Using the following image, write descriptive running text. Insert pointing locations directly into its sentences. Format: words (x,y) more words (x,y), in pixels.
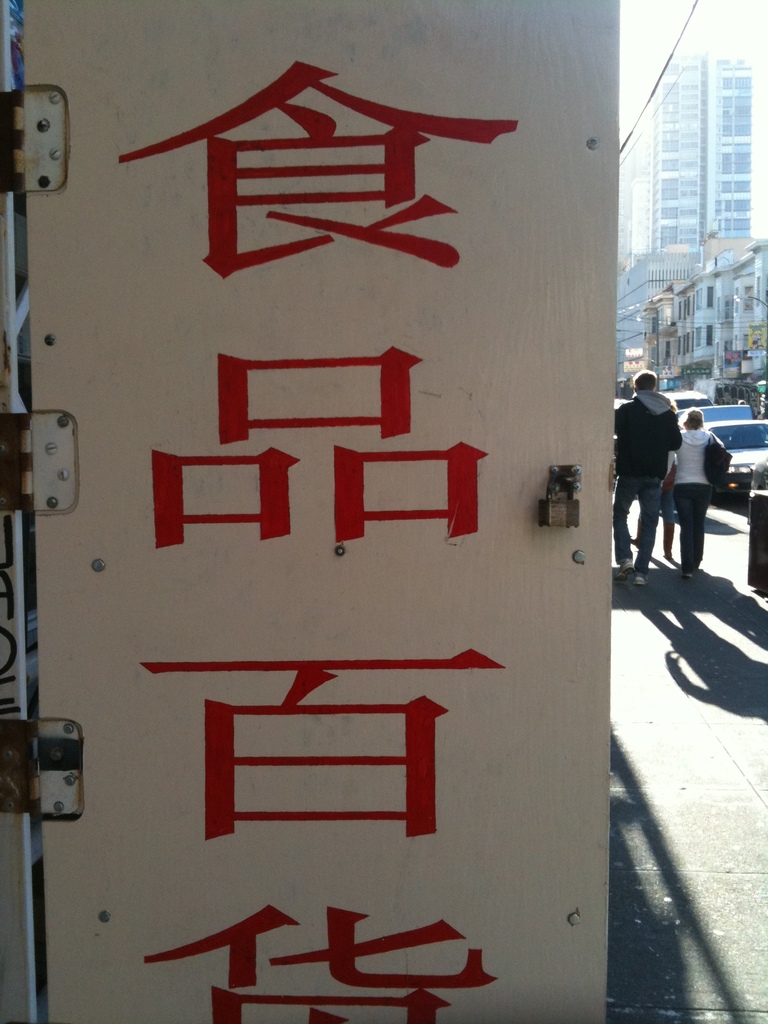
In this picture, it seems to be there is a door (498,420) in the center of the image (318,528), on which there is a text (232,232) and there are people (655,434), buildings (668,376), vehicles (724,409), and poles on the right side of the image (687,433).
